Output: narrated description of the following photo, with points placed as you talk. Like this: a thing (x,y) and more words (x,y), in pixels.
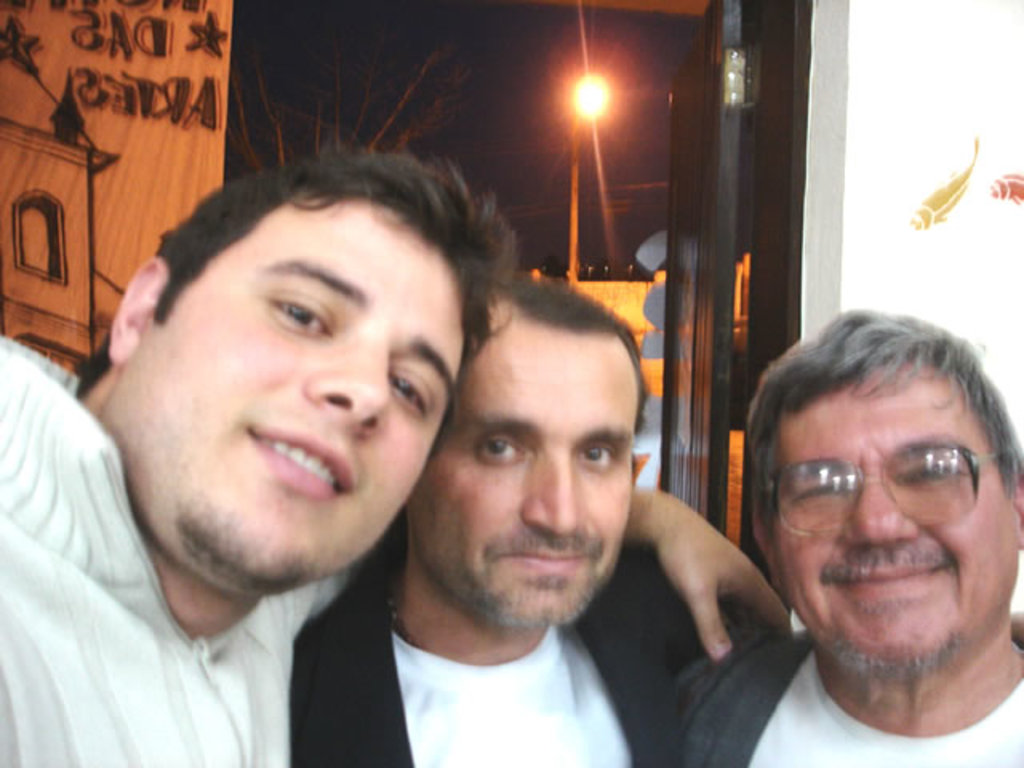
In this image we can see the persons (470,616) standing at the door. In the background (580,84) there is a tree (311,101), light (592,95), door (681,252), building (619,290) and sky (478,58).
